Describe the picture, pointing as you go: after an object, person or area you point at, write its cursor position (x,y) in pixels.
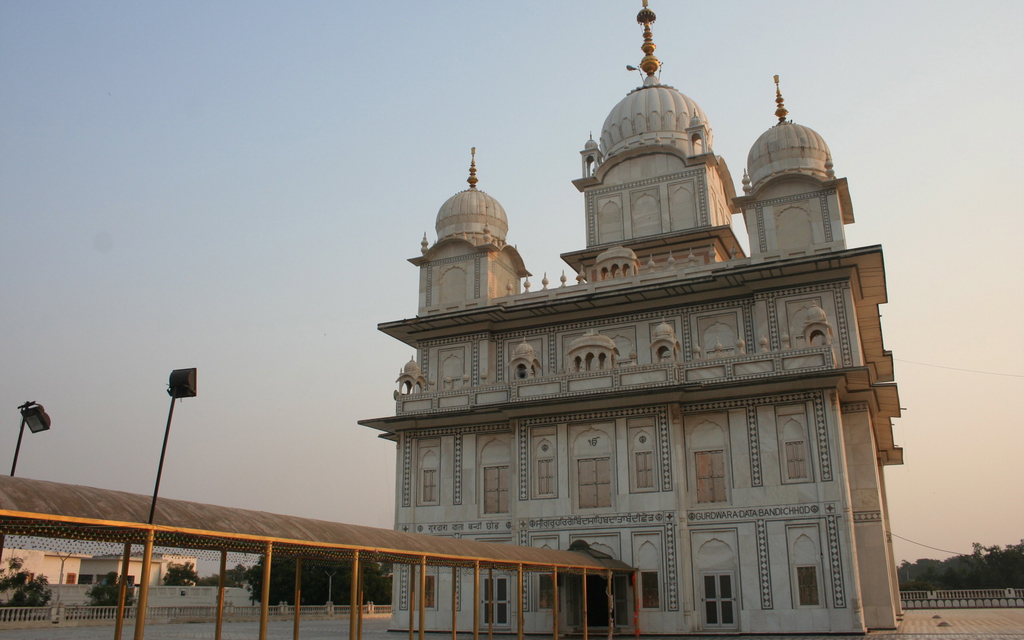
In this image there is a building (599,346), in front of the building (630,549) there is a path (389,633), for that path (370,636) there is a roof (272,514), in the background (1004,554) there are trees (905,589) and the sky (970,14).
